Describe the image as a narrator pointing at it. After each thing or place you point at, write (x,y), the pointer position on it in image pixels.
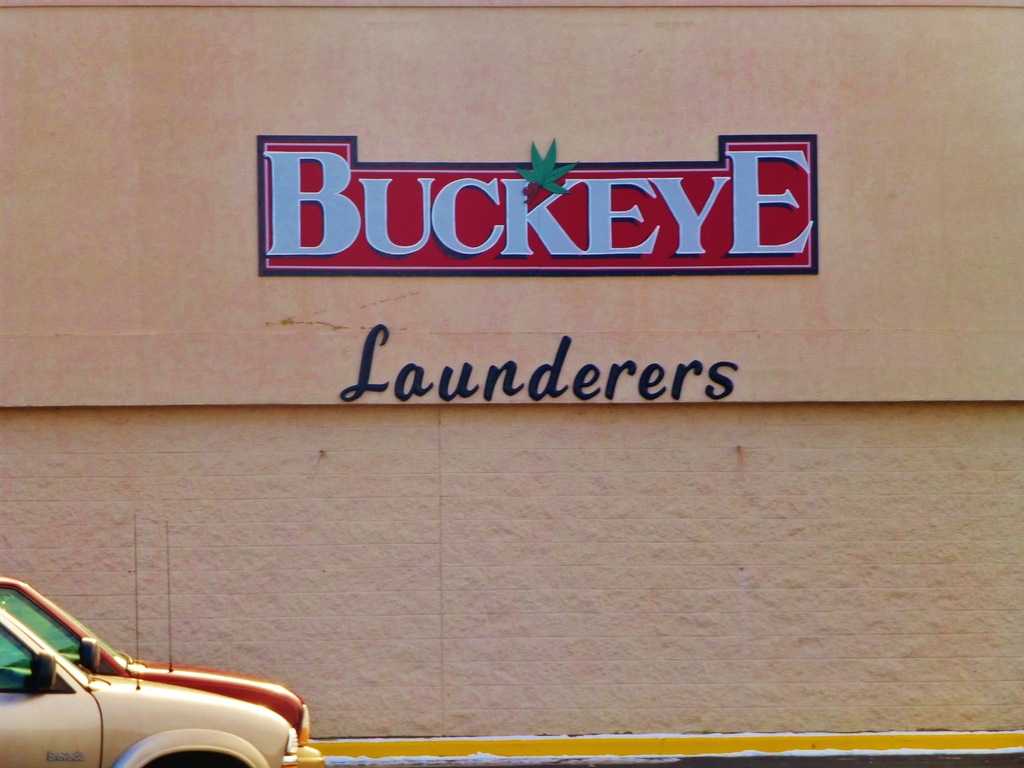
At the bottom (167,562) towards left (69,741) we can see cars (159,665). In the middle of the picture (681,266) we can see text (313,182) on the walls (484,93) of a building (177,496).
